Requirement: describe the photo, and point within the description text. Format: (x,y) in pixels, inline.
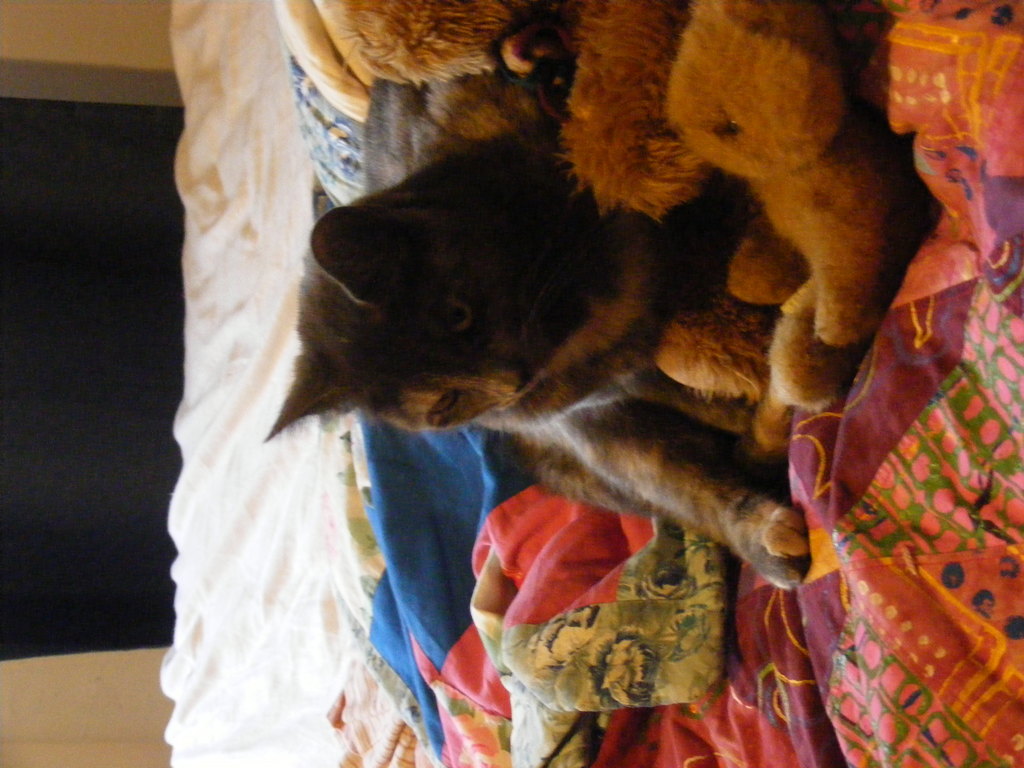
In the image there is some animal (505,346) on a bed (280,199) and beside the animal (469,360) there are soft toys (689,160).
